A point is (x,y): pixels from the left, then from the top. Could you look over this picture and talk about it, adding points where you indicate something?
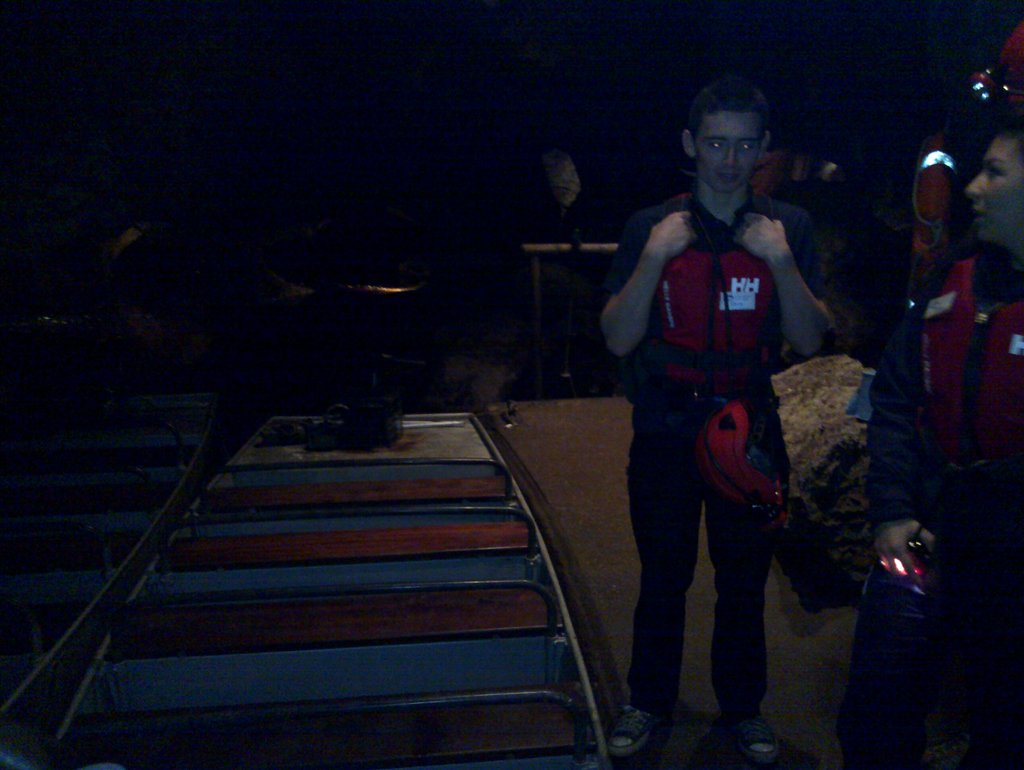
In this image, we can see people (764,291) standing and in the background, there are boats (407,599).
